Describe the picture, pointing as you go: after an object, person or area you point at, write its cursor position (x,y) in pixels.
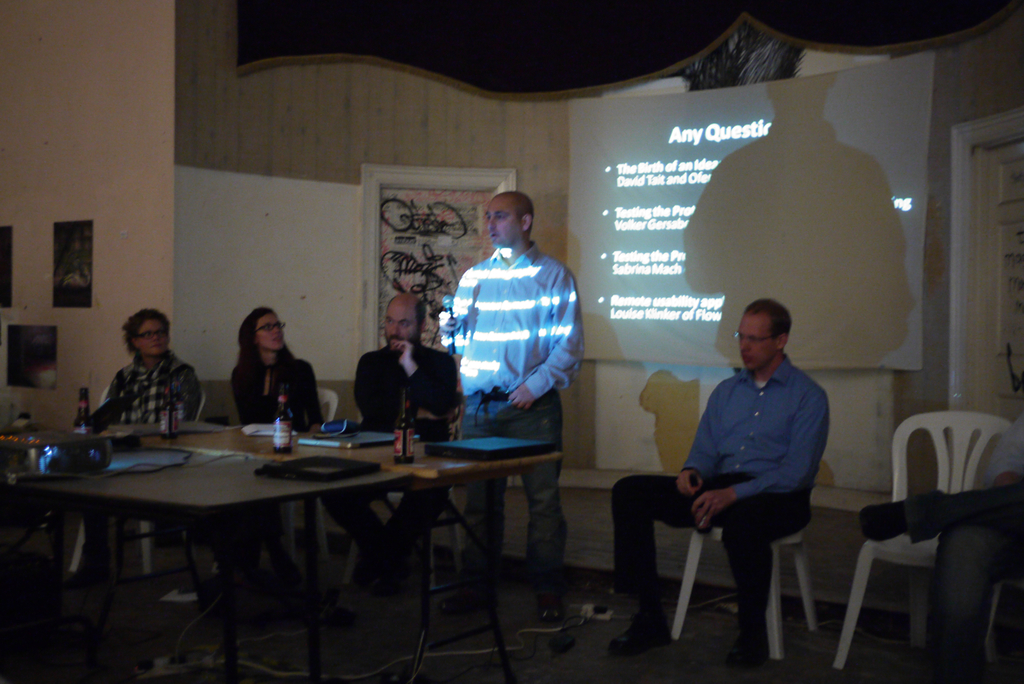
A man (568,340) standing and holding a mic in his right hand (450,318). To his right side there are two ladies (296,371) and one man (396,374) is sitting. To his left side a man (749,448) is sitting. Behind him there is a screen (682,194). And to the wall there is a photo frame (438,245). On the tables (158,454) there are some bottles (409,451) and files (282,467) on it. In to the right corner (961,508) we can see a man (990,505), chair (943,476) and a door (1004,324).
